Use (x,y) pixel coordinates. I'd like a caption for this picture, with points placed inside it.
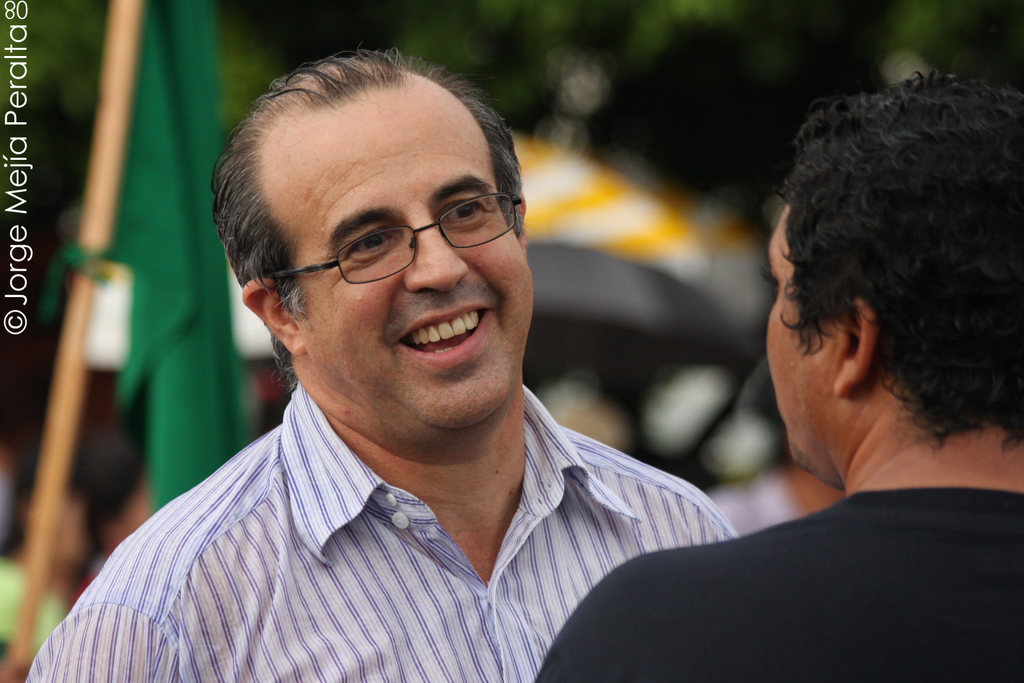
In this image, we can see two persons (585,547) on blur background. There is a flag pole (103,197) and some text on the left side of the image (78,370).
